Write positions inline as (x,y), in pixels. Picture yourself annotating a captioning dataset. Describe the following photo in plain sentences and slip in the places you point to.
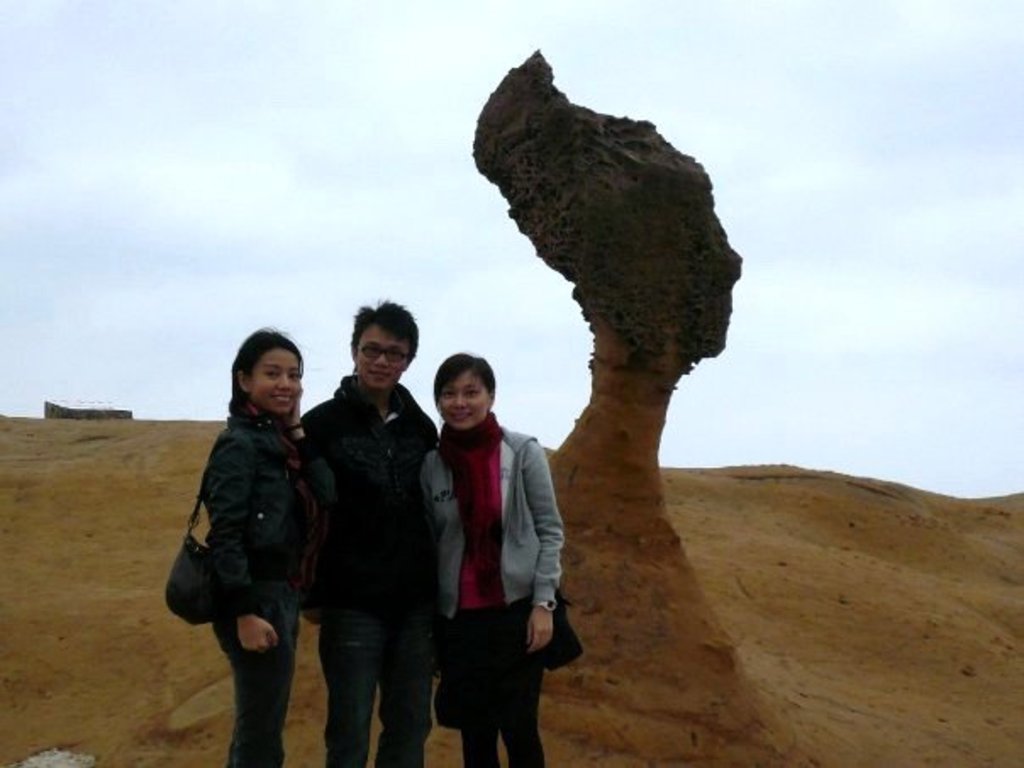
In this image there are three persons (379,555) standing on the left side of this image (272,603) and there is a sculpture (685,348) on the right side of this image (696,258), and there is a sky (306,233) in the background (228,250).
